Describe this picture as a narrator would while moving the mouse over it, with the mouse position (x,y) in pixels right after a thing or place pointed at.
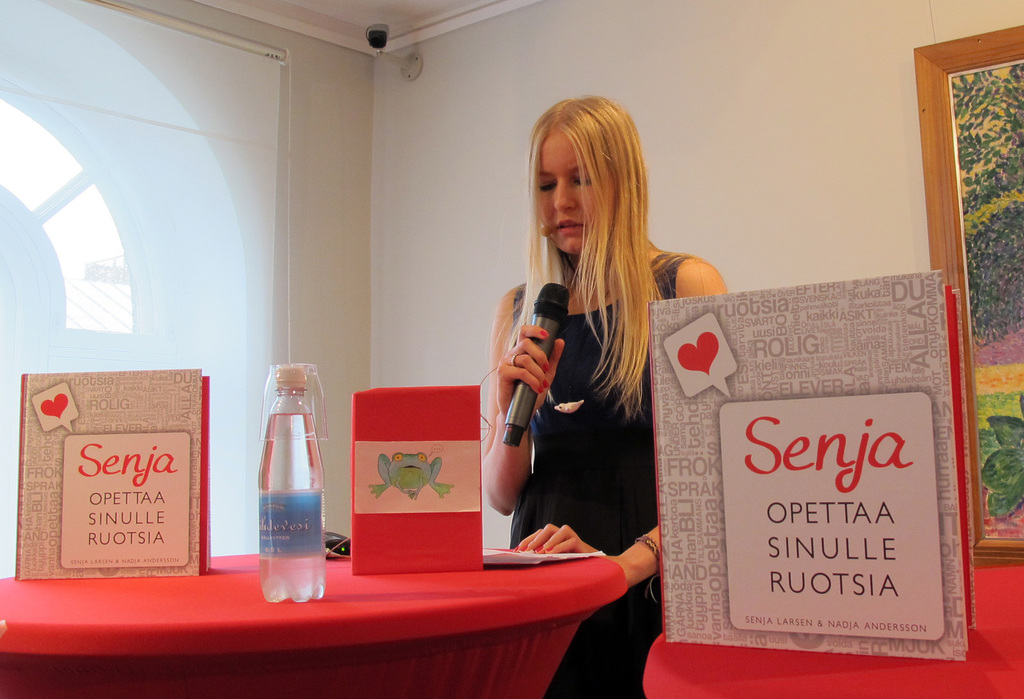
In the image a woman (633,429) is standing by holding a mic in her hand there are two red color tables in front of her and on the tables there are some logos (697,329) and a water bottle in the background (746,170) there is a white color wall (391,85) and also a CC camera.
